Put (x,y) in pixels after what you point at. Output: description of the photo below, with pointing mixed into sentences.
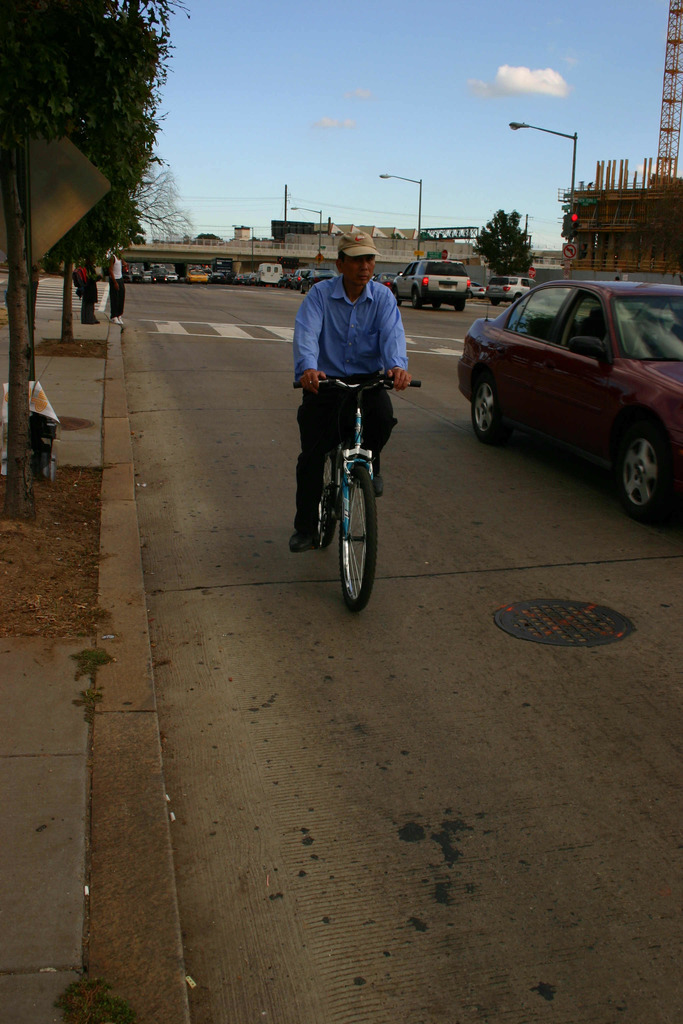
In the image we can see there is man (362,370) who is sitting on the bicycle (372,516) which is on the road (384,454) and there are vehicles (585,381) which are parked on the road (650,523) and there are lot of trees (102,43) and people (117,303) are standing on the footpath (115,573).
